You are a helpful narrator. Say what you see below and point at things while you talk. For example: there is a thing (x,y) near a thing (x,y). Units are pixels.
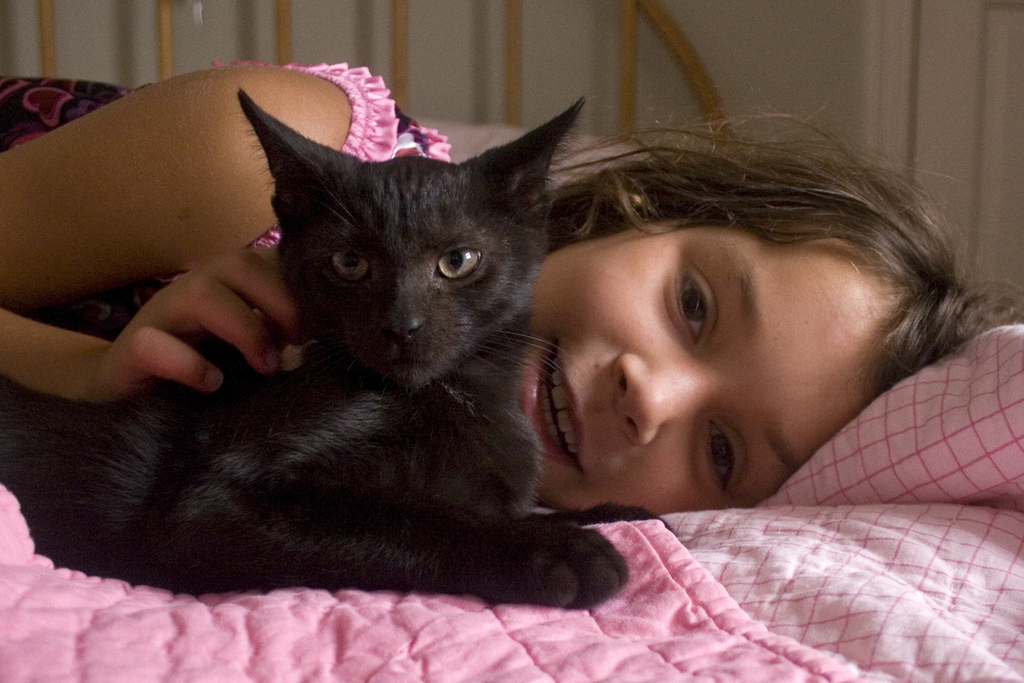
This image consist of a cat (344,443) and a girl (349,146). The cat (348,422) is in black color. Both are lying on the bed (439,599). The girl (565,431) is wearing pink dress (391,120). In the background (637,58), there is a wall (700,5). The pillow (907,491) and bed sheet (834,610) are in pink color.
